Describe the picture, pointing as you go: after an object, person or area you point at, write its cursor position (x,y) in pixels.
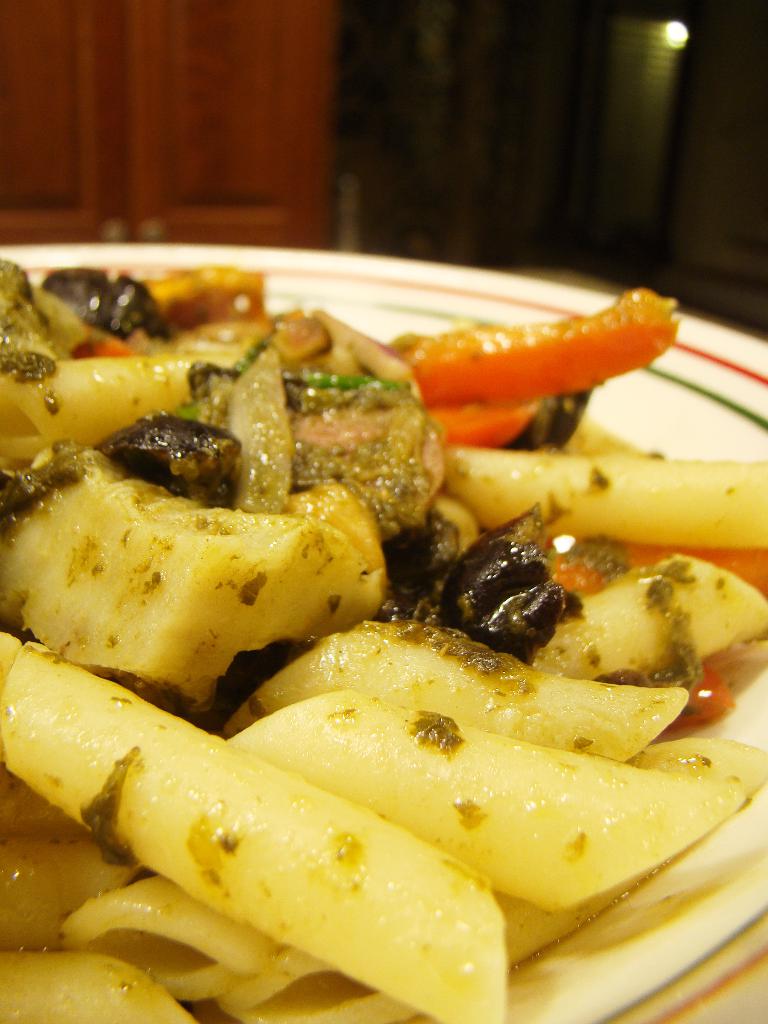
In this picture we can see a plate (727,867) and on the plate (738,875) there are some food items (325,486) and behind the plate (272,288) there is a blurred background (668,28) and a light (676,36).
